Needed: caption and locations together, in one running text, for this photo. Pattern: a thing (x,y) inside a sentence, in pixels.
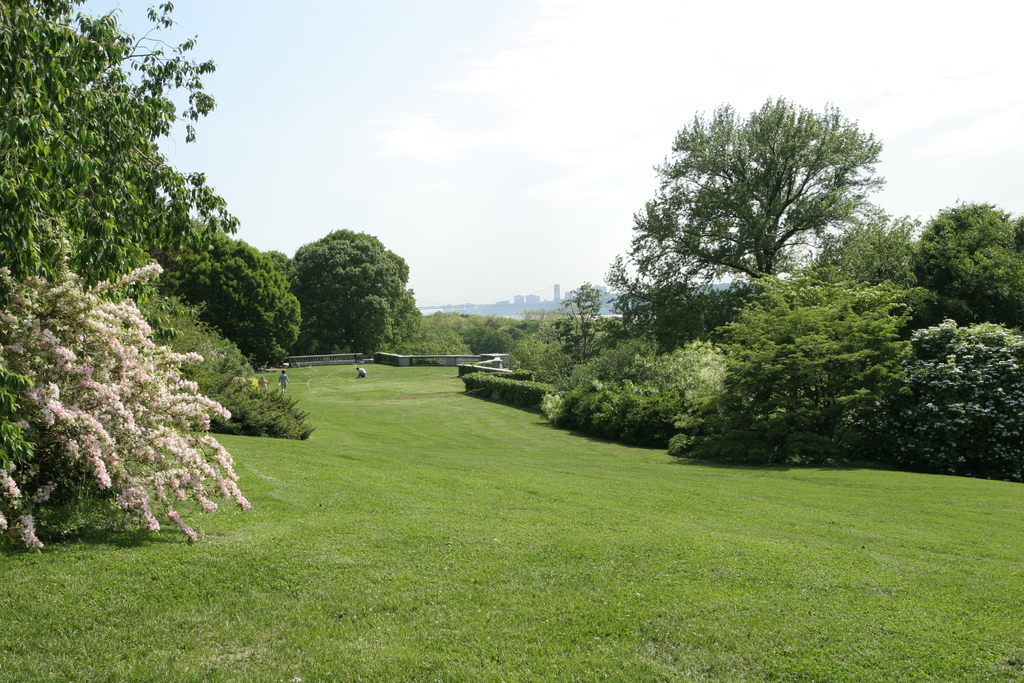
In this picture, we can see the ground (587,577) covered with grass (383,453), plants (301,423), trees (376,346), and we can see a few people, buildings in the background (534,292), and we can see the sky (619,140).
